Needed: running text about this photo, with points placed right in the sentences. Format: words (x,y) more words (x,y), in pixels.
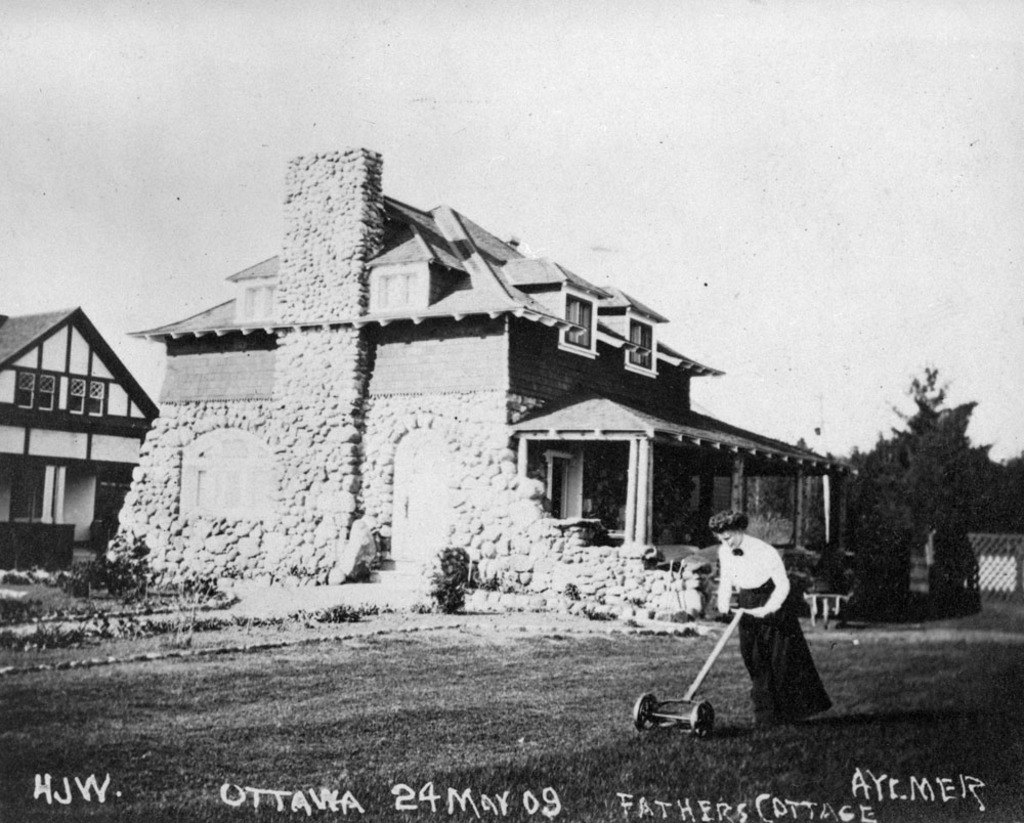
In this image we can see a black and white picture with some text (813,812), there is a woman (762,707) holding a grass cutter (694,713), on the left side of the image (333,528) there are buildings (415,454), trees (891,452) and sky (725,184) in the background (685,176).
